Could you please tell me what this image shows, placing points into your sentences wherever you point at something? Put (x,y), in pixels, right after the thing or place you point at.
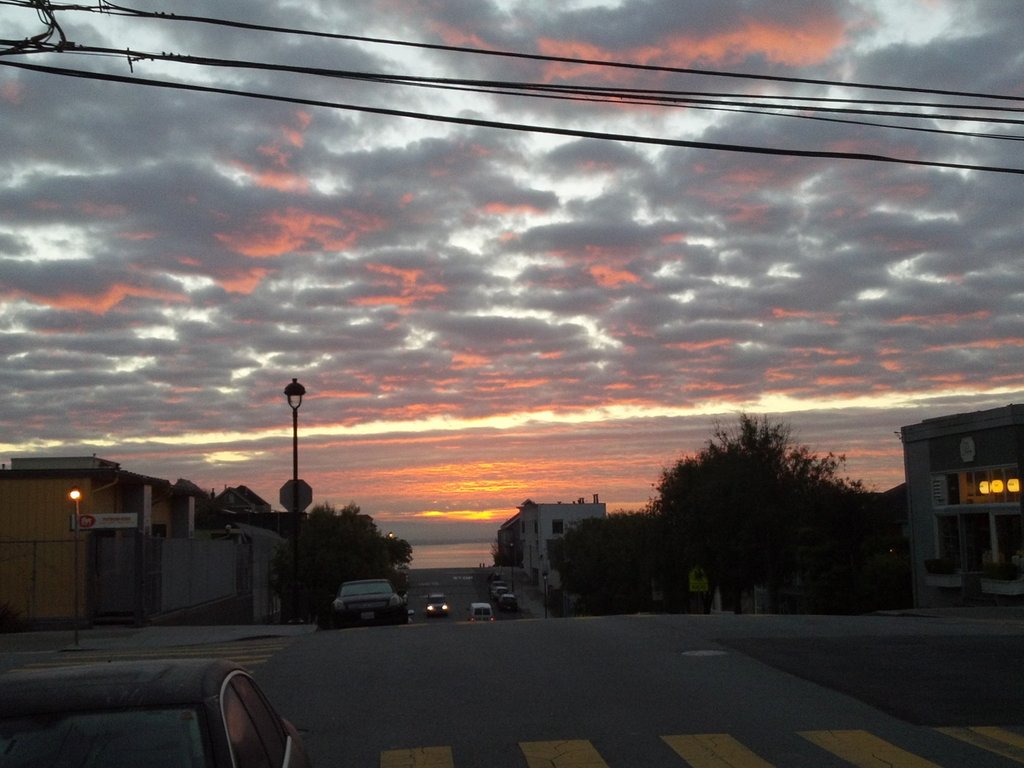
In the background (595,254) we can see the clouds (643,229) in the sky (612,229). In this picture we can see the vehicles (504,597) on the road (477,686). We can see the lights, poles (79,626), boards (288,498), buildings (988,592). On the left side of the picture (159,598) it looks like a shed (149,615). At the top portion of the picture (762,113) we can see the transmission wires (910,86).
